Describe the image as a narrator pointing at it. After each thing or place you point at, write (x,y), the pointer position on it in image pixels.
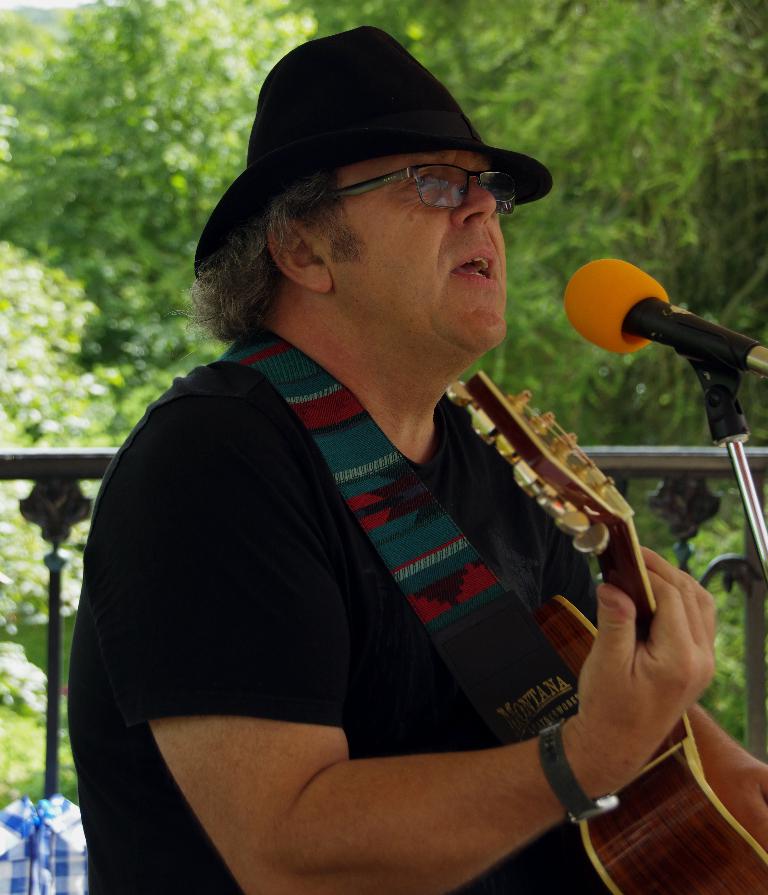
In this image in the center (352,384) there is one person (465,743) who is playing a guitar (686,787), in front of him there is one mike (677,339) it seems that he is singing on the background (146,113) there are some trees (624,136).
